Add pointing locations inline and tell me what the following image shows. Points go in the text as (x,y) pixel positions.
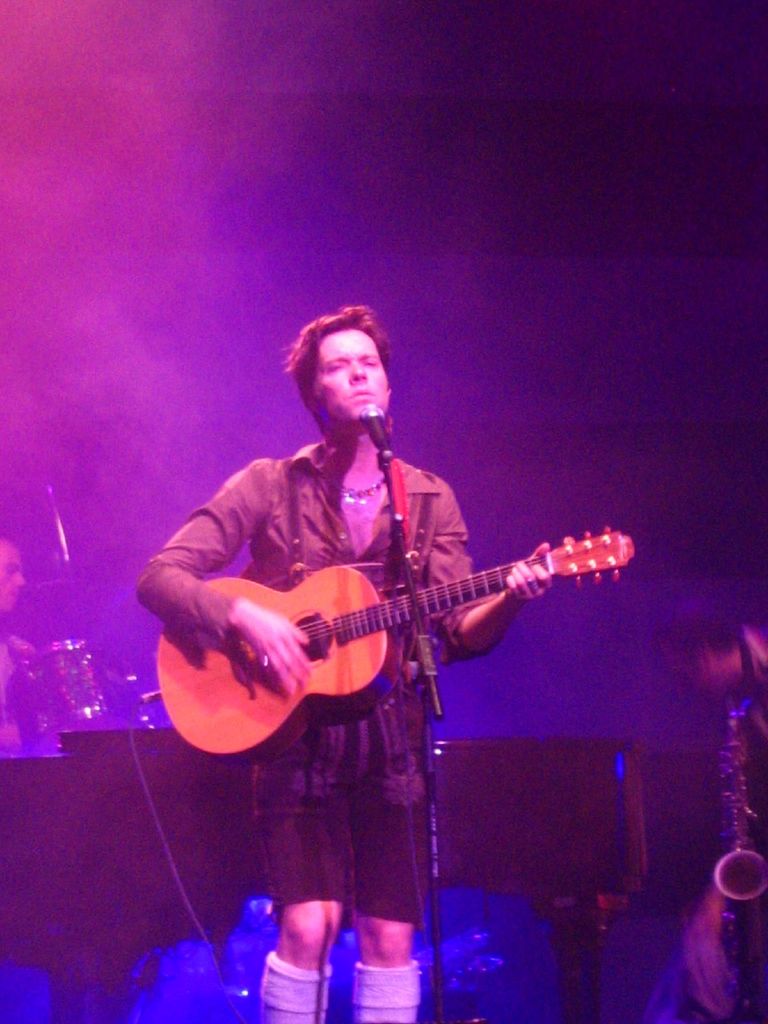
In this image i can see a man (324,566) wearing a shirt (258,531) and a short (331,795) standing and holding a guitar (337,581). I can see a microphone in front of him. In the background (23,684) i can see few other people (743,630) holding musical instruments (740,871) in their hands (18,733).
